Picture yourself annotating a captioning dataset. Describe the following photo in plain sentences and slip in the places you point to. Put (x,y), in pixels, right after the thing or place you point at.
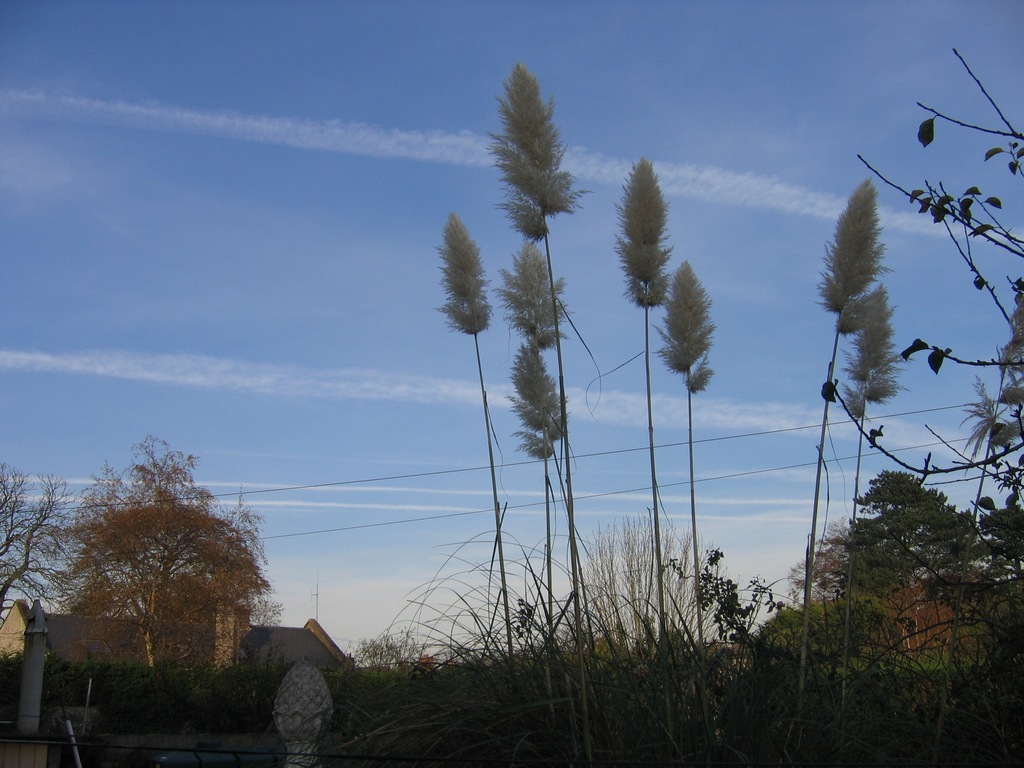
In this picture I can observe some plants (510,724) and trees (952,533). On the left side (168,636) it is looking like a house (81,636). In the background (166,364) I can observe sky (347,293).
